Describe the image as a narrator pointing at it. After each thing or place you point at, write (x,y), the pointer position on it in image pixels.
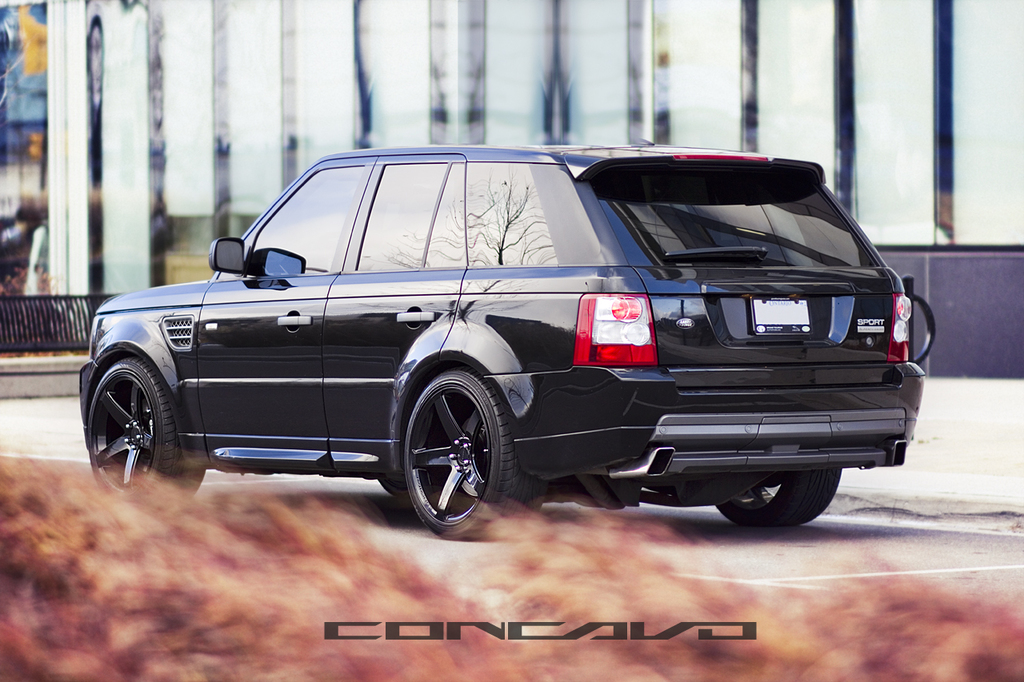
In this picture I can observe black color car (294,421) on the land (23,426). I can observe text (748,631) on the bottom (450,642). There is a black color railing (33,310) in the background (21,317), on the left side (49,337).
